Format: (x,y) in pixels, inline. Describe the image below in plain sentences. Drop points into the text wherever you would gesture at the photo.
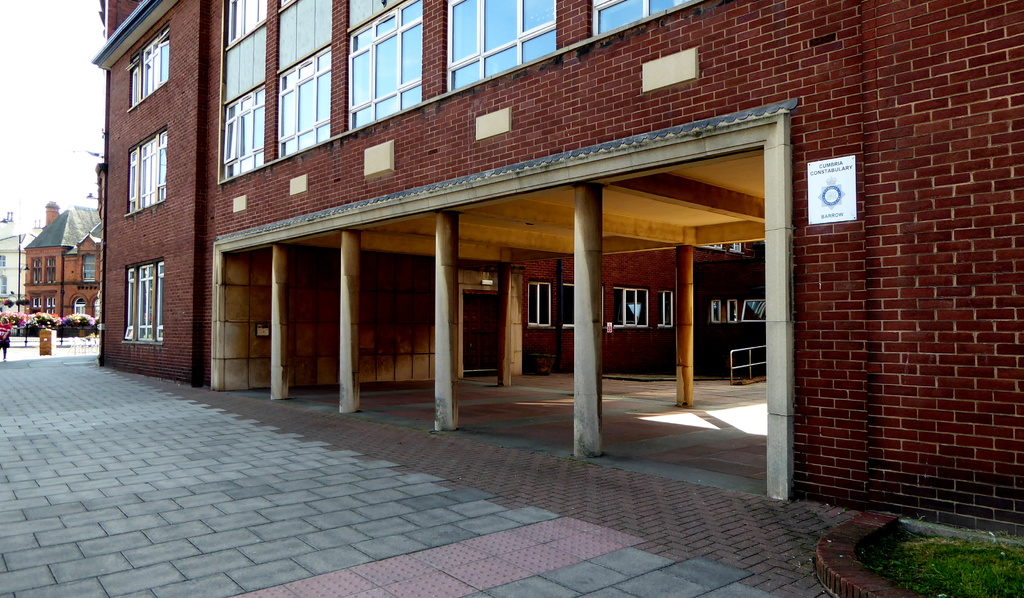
In this image I can see few buildings (756,174). In front (978,148) the building (756,174) is in brown color and I can also see few glass windows (481,16). In the background (72,314) I can see few flowers (87,325) in multicolor.
